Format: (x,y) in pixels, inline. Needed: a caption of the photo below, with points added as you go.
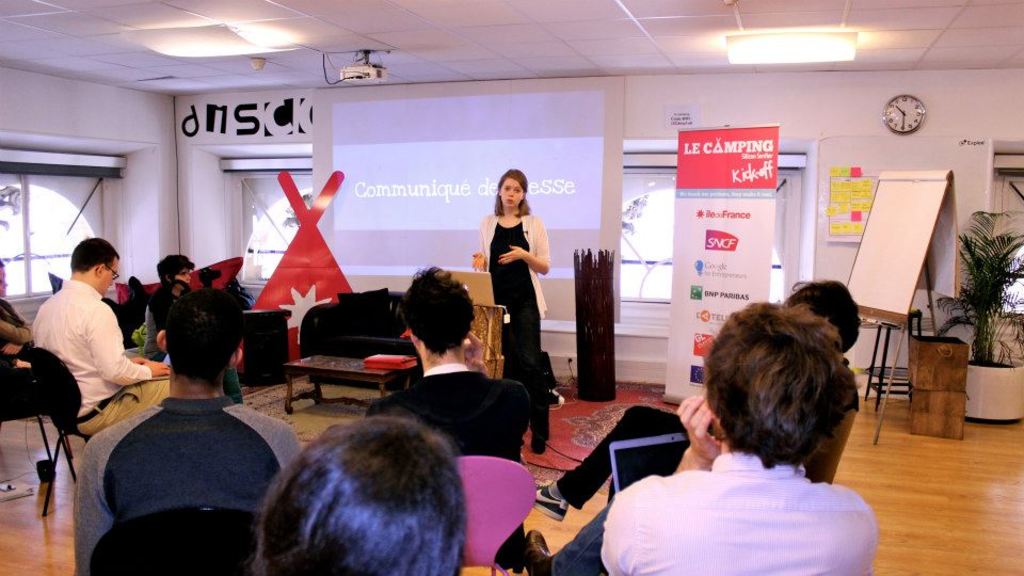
As we can see in the image there is a wall (845,92), window (1019,288), screen (484,132), plant (1006,364), board (886,225), banner (711,184), few people (526,255) here and there, chairs (182,532), sofa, table (356,371) and a projector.
